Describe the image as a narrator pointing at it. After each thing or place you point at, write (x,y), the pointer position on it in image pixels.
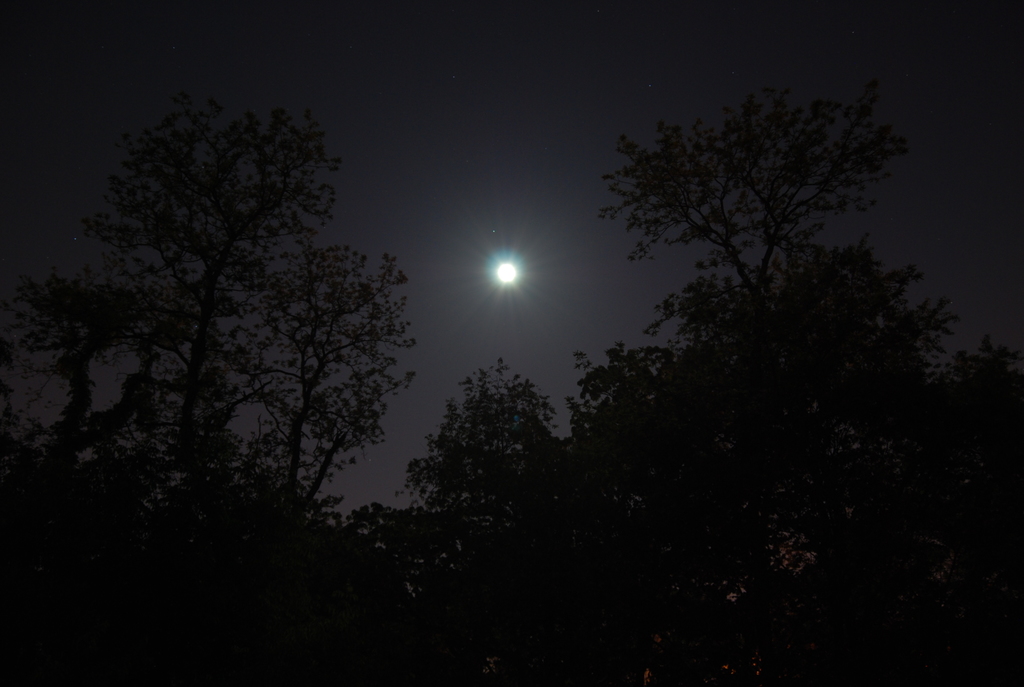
In the center of the image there is moon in the sky (489,262). There are trees (471,505).
